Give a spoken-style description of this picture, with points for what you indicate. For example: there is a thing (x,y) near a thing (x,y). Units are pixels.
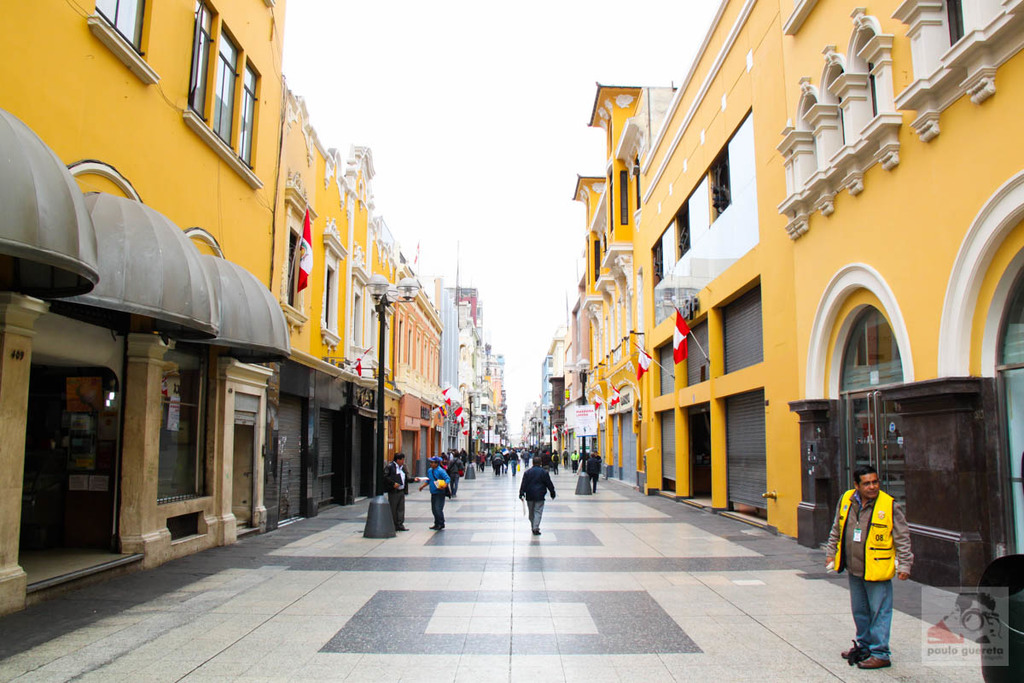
In this image there are buildings (208,213), light poles (382,416), flags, stores (422,406), people (437,498), sky (523,231) and objects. At the bottom right side of the image (951,611) there is a watermark (964,632).
